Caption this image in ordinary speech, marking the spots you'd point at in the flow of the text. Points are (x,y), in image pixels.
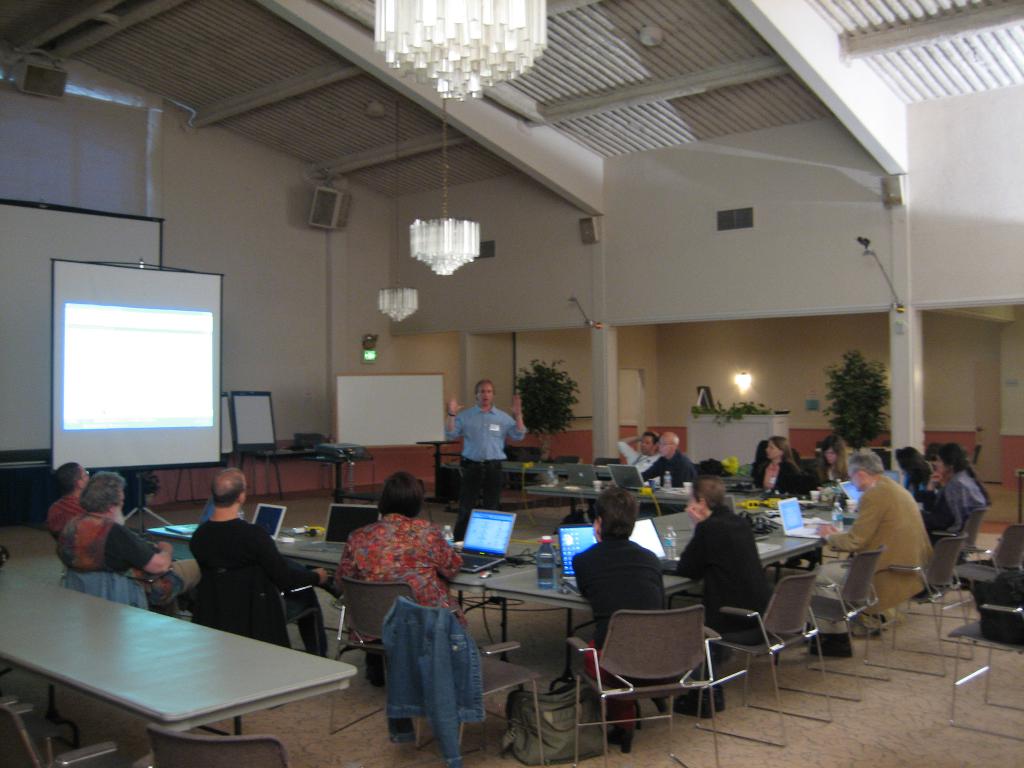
In this picture I can observe some people (402,554) sitting in the chairs (850,553) in front of a table (313,540) on which laptops (268,513) are placed. There are men (732,547) and women (346,570) in this picture. I can observe a person (484,442) standing in the middle of the picture (478,449). On the left side (118,341) there is a projector display screen (180,410). There is a white color board (369,409) in the middle of the picture (371,422). I can observe chandeliers (448,49) hanging to the ceiling (439,151). In the background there is a wall (313,276).
